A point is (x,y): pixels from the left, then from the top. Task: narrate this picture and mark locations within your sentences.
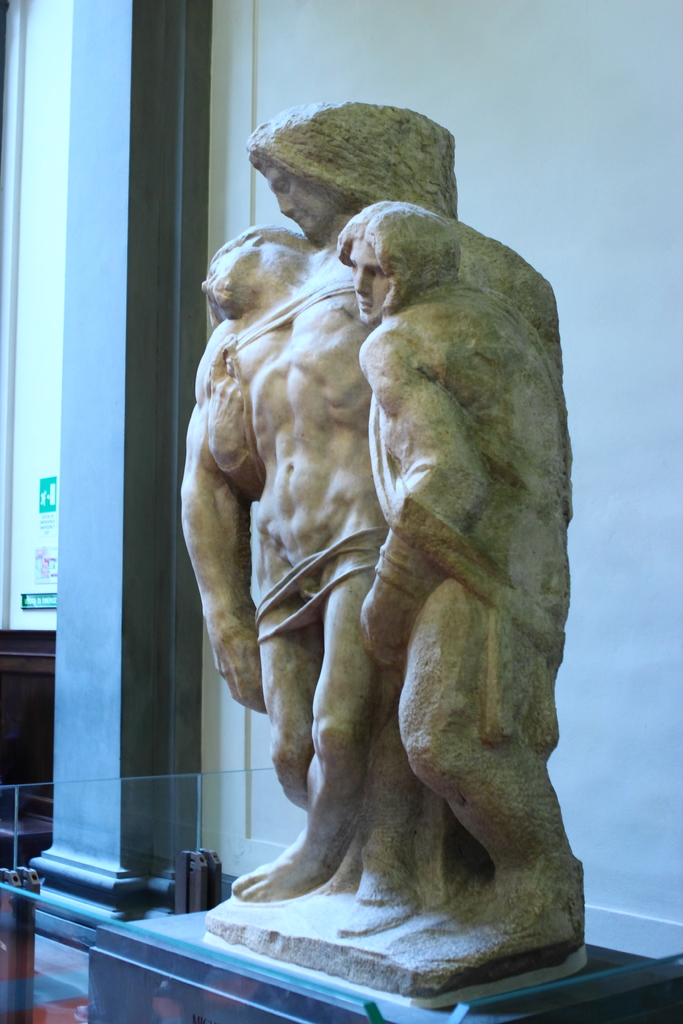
In the picture we can see a sculpture (465,634) of three people (507,452) together and behind it, we can see a wall (592,548) and beside it we can see a pillar (171,515).
